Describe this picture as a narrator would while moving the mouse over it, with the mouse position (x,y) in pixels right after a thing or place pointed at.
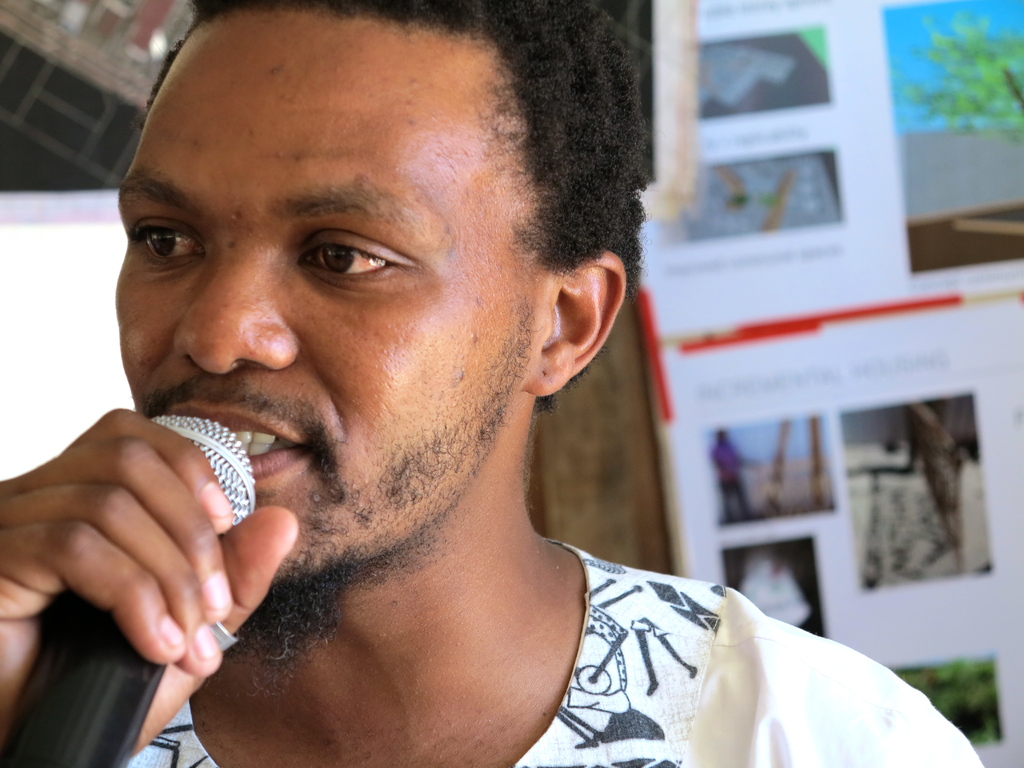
In this image we can see a man (559,628) who is wearing white color dress (944,767) holding microphone (102,618) in his hands (233,580) and in the background of the image (773,304) there is a wall (679,66) to which some paintings (802,233) are attached.
